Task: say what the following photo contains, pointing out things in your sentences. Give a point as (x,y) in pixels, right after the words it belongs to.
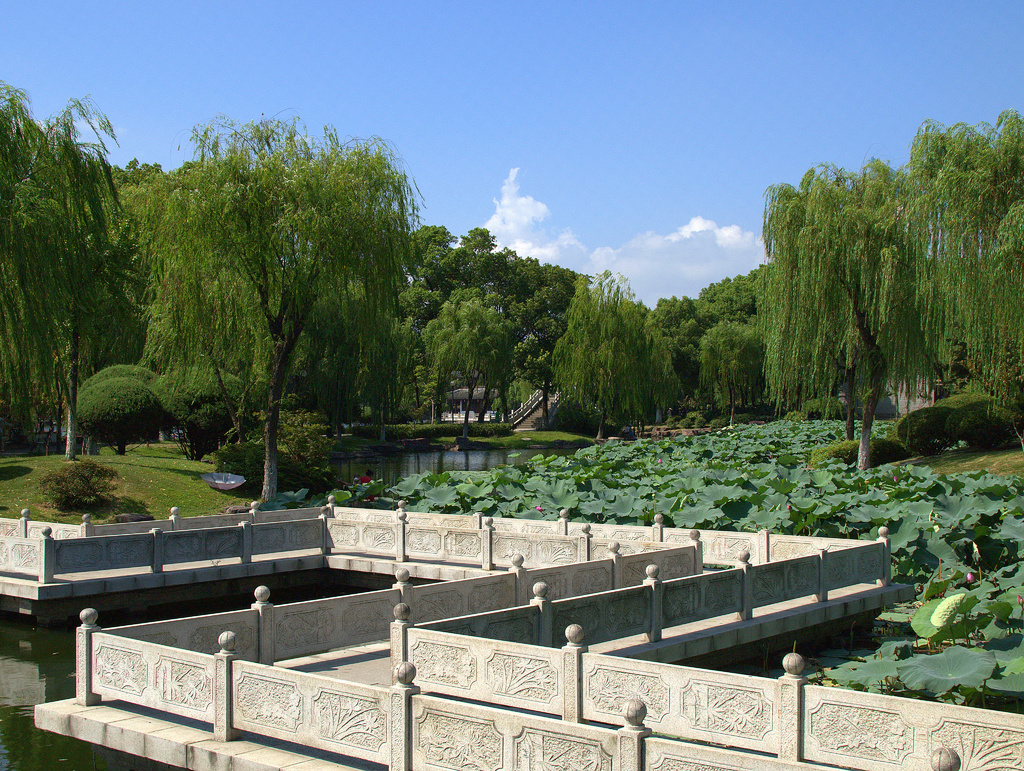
In this picture I can see there is a bridge (45,713), with plants (973,528) and there is grass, plants (102,415), trees (168,356) and it looks like there is a building (462,397) in the backdrop (462,397) and the sky (480,80) is clear.
